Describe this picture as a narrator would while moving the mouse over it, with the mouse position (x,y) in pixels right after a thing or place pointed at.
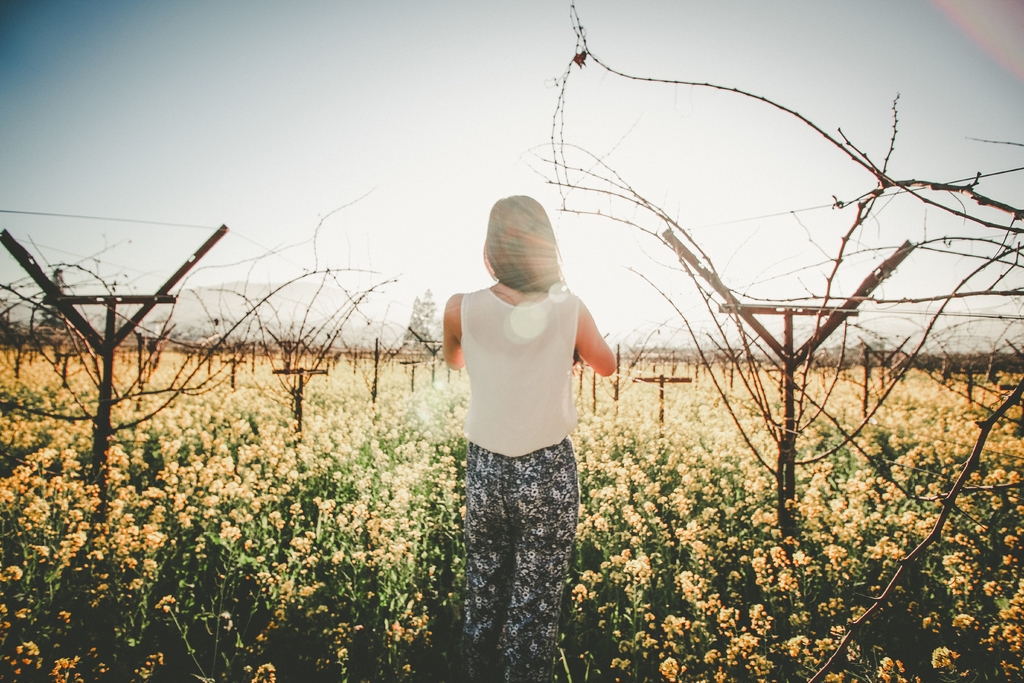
In this image in the center (540,296) there is one woman (552,462) who is standing, and also there are some trees (950,374). At the bottom (291,600) there are some plants (288,448) and flowers (209,426) and also we could see some poles (103,347), and at the top of the image (210,79) there is sky (523,95).
